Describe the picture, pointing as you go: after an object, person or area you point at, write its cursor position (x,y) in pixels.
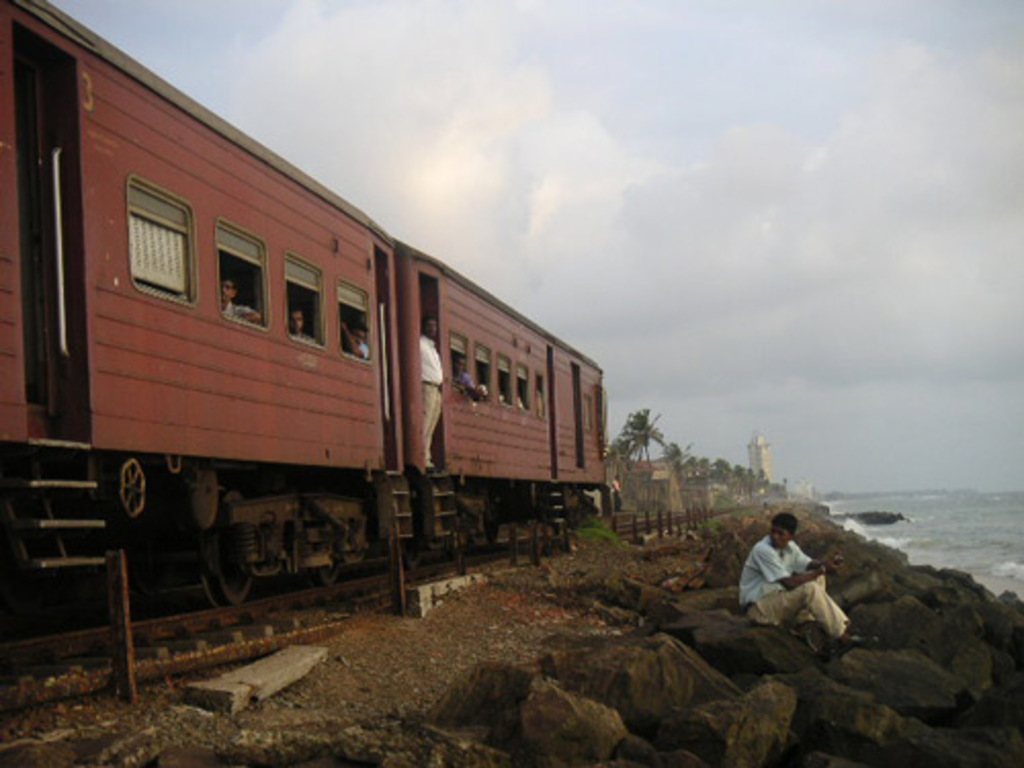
A person (837,616) is sitting on the rocks (862,576). There is water (992,491) at the right (953,538). There is a train (245,378) at the left (184,373) in which people (427,390) are present. There are trees (700,471) and buildings (758,467) at the back (673,457).
